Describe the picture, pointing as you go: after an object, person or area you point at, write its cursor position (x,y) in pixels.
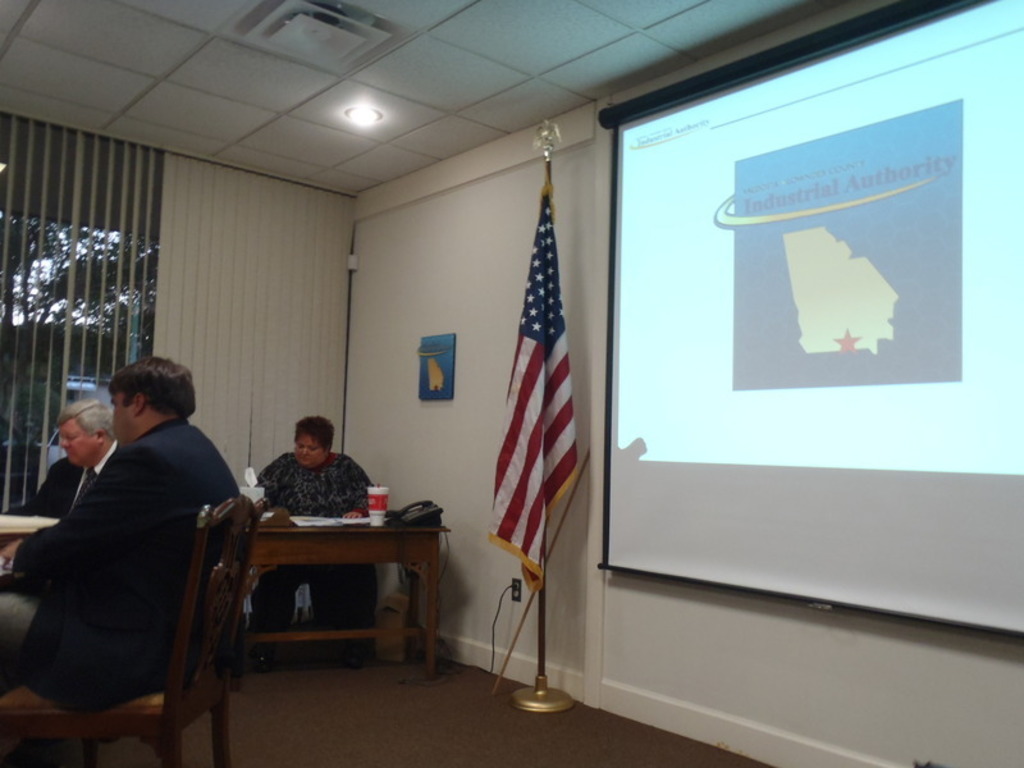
In this image I see 2 men (166,363) and a woman (339,575) who are sitting on chairs (26,730) and there is a table (352,545) over here, on which there are few things (432,503). In the background (425,492) I see the wall (465,173), a flag (540,139), a projector screen (709,91) and light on the ceiling (487,114).
